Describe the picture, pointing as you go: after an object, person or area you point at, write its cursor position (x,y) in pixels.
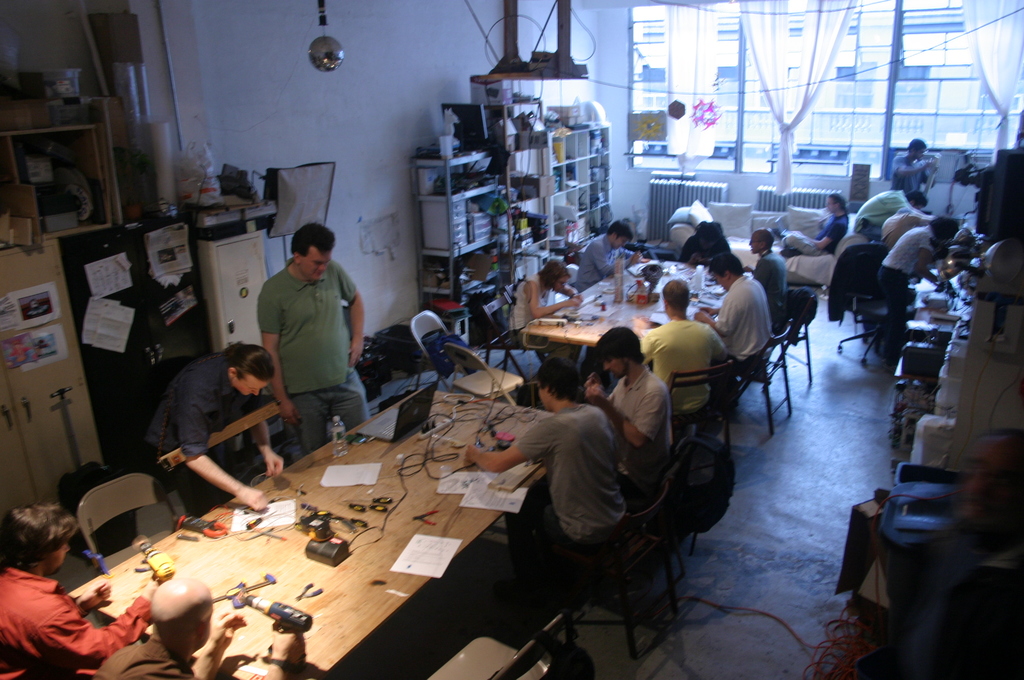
The picture is taken inside a big room (789,468) where number of people (540,554) are sitting in the chairs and in front of them there are tables (381,610) and on the table (334,590) there are laptop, papers (415,550) and some wires (456,419), scissors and driller (273,613) and at the right corner (942,140) there is one big window (733,157) with curtains (759,59) and in the middle of the picture (515,272) there are shelves (460,268) and some books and things (488,220) in it and behind the shelf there is a big wall (415,131) and at the left side of the picture (32,489) there are some wardrobes (133,350) and steel racks (125,350) and the boxes (52,123) on it and in the middle of the picture (361,396) one person (344,407) is standing.
